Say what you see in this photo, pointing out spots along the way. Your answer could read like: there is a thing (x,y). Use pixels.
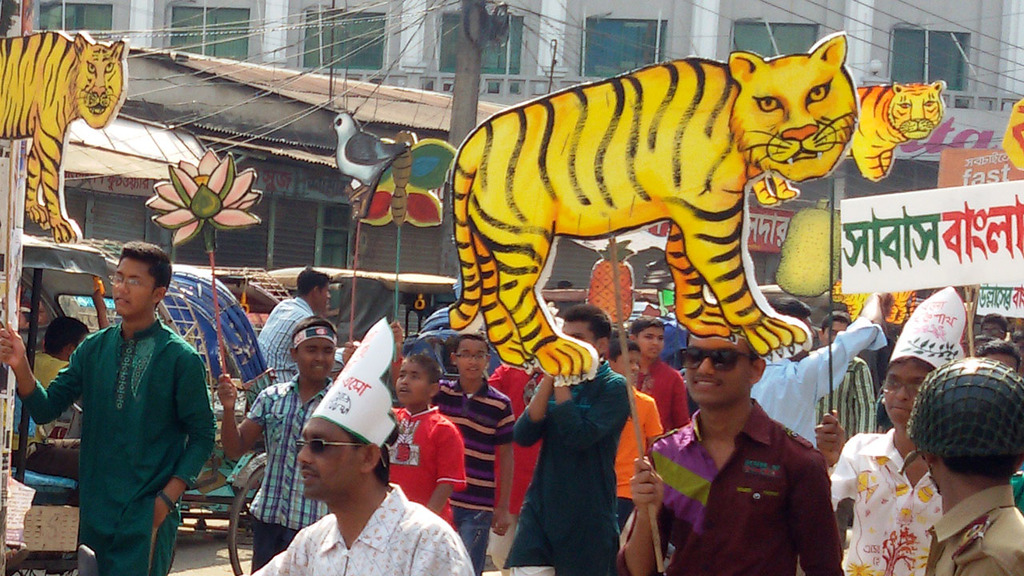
In this image I can see the group of people (438,417) with different color dresses (526,462). I can see these people (618,384) are holding the boards (593,303) which are in the shape of animals (713,240), flower (246,225), birds (367,189) and the fruits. In the background (433,129) I can see the vehicles (388,302), pole (455,109) and the buildings (589,40).
